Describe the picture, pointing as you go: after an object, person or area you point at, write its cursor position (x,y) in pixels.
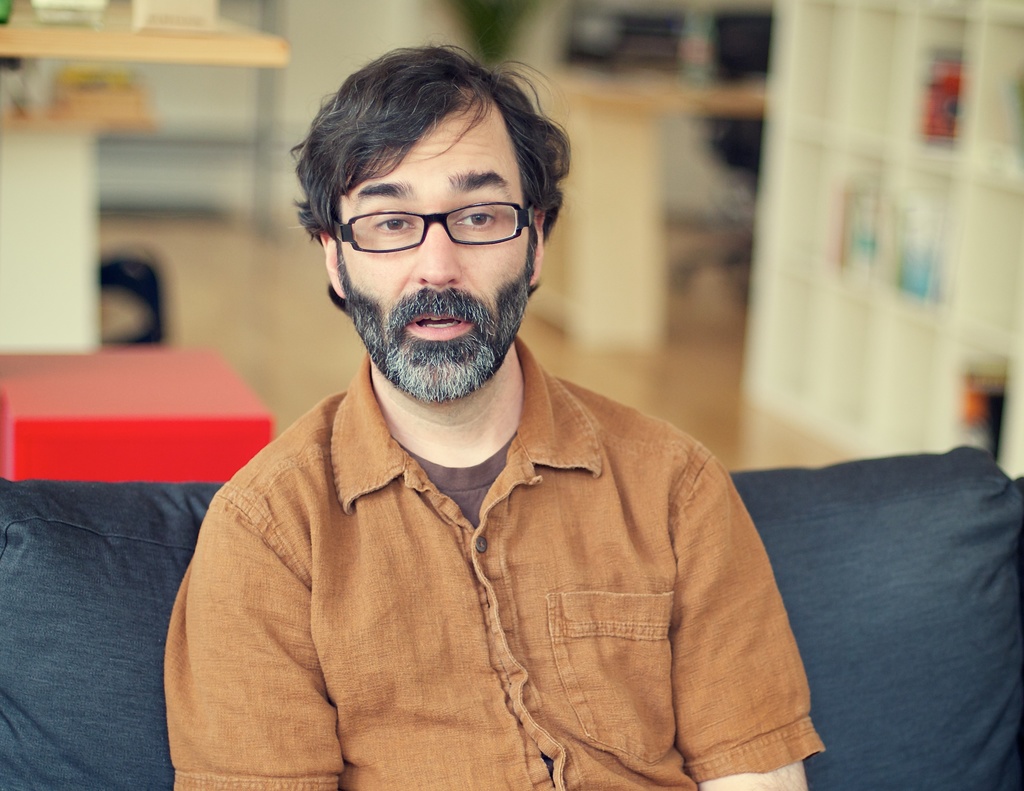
This picture shows a man (478,256) seated on the sofa (1020,780). He wore spectacles (432,213) on his face (460,265) and a brown color shirt (384,533) and we see a table (86,369) and a cupboard (820,266) on the side.
